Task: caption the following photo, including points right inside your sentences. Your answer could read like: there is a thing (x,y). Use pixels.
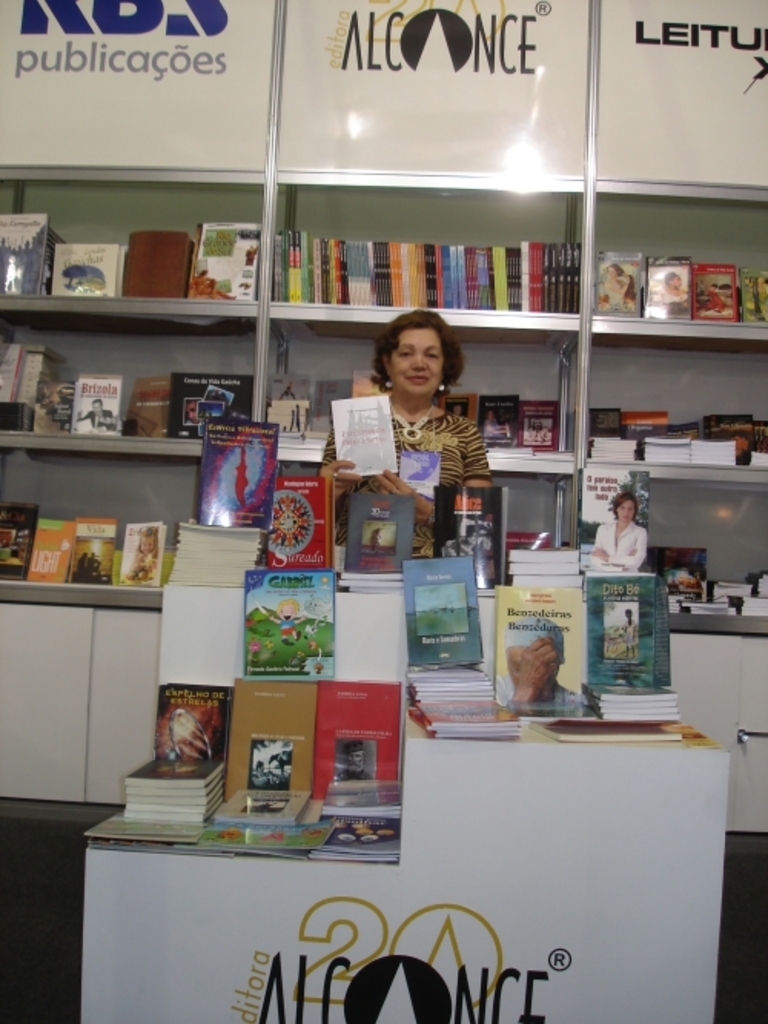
In this image I can see number of books (299,548) in the front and in the background (41,550). On the top of this image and on the bottom side (487,974) I can see something is written. In the center of this image (340,517) I can see a woman (417,555) and I can see she is holding a book (370,413).
